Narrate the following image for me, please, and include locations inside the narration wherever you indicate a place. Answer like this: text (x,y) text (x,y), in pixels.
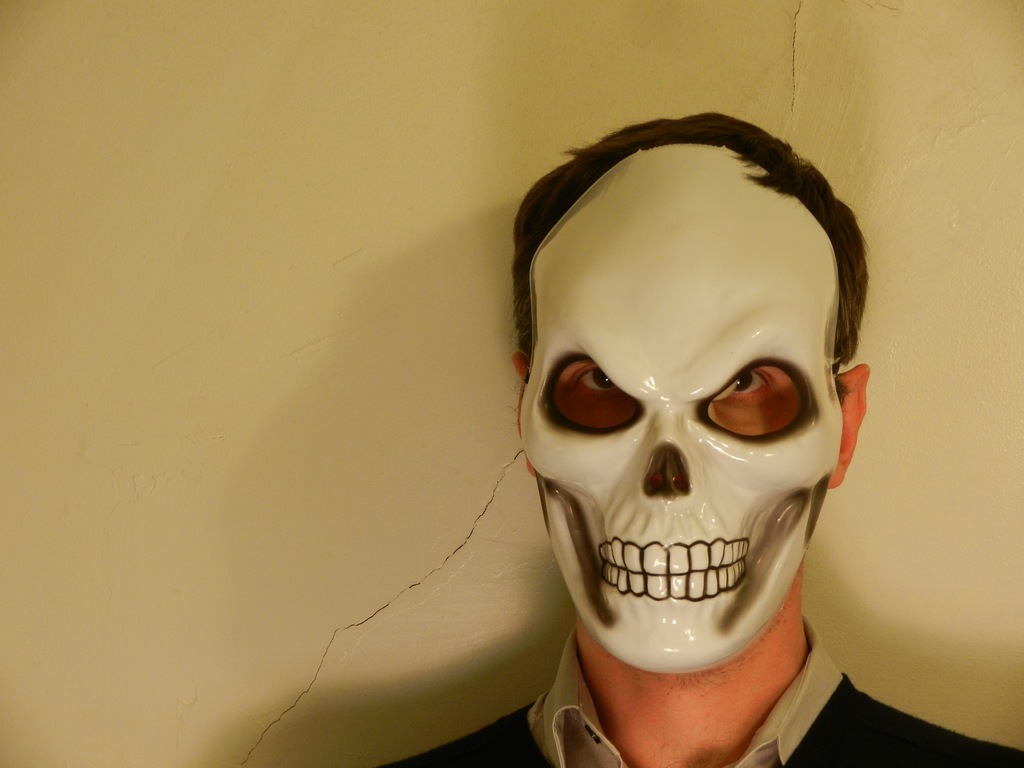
This person (701,307) wore a skeleton mask (672,427). Background (399,493) there is a wall (425,560).
